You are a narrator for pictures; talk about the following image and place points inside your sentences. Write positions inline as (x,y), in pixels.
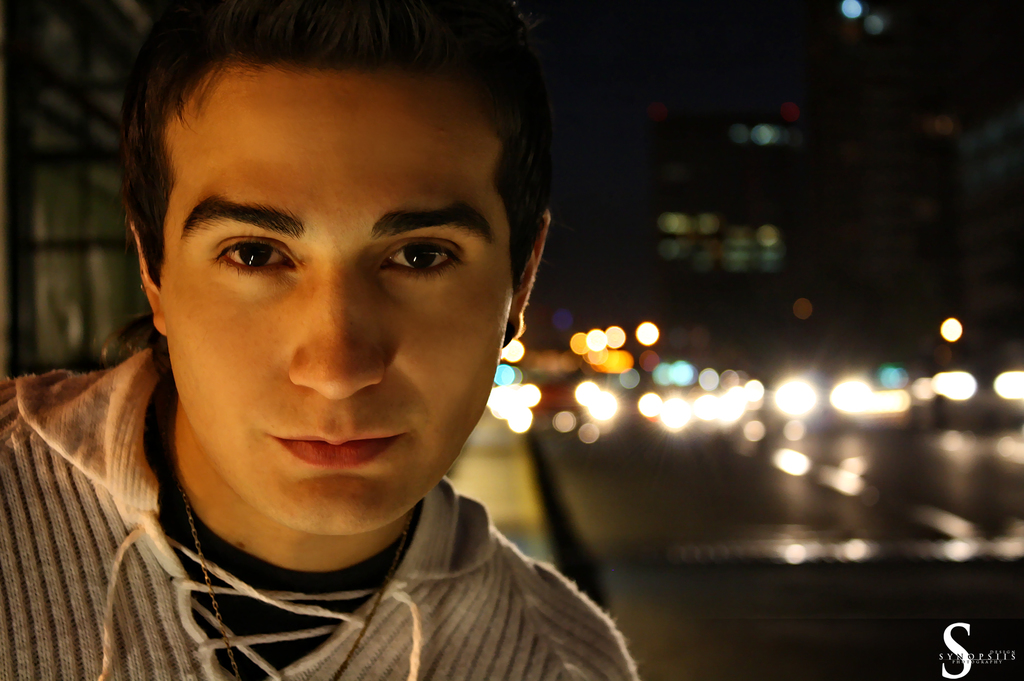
In this image I can see the person (412,352) with the white and black color dress (277,624). To the side there are many lights (613,416). And there is a blurred background (675,278).
